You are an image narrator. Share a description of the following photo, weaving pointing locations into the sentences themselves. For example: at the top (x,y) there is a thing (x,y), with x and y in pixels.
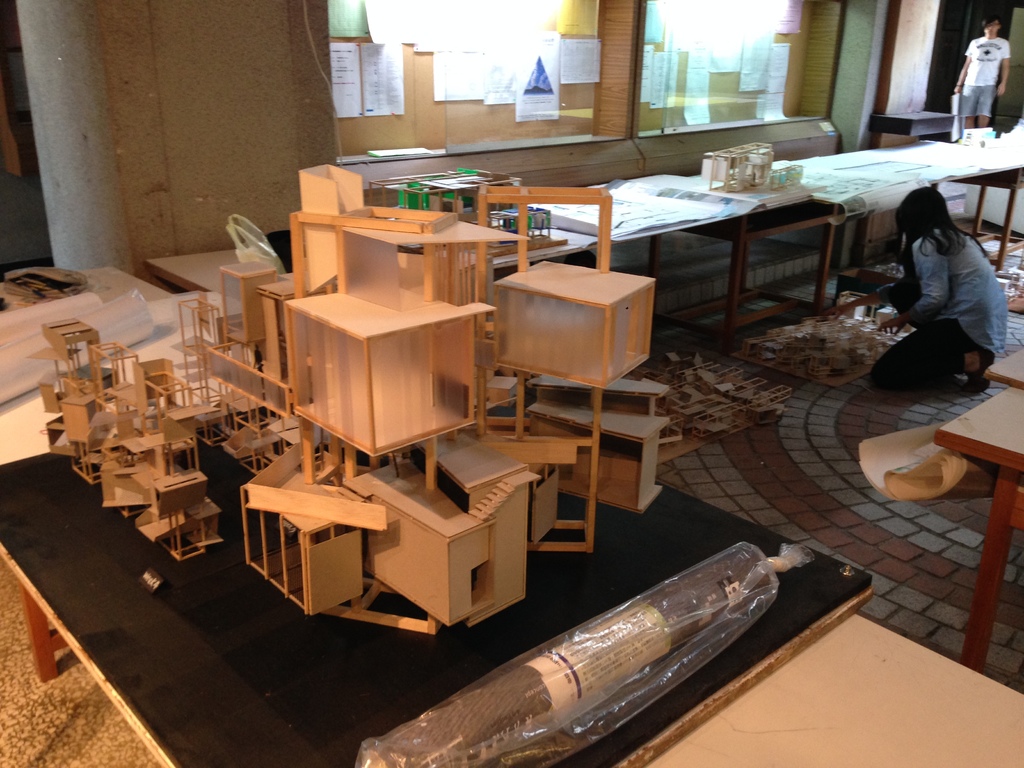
In this picture I can see a wooden objects (404,458) on the black color wooden table (663,745). In the background (750,103) I can see some papers (712,42) attached to the wall (633,115). On the right side (816,219) I can see tables (793,218) on which I can see some objects (801,180) on them. I can also see a woman (945,348) is sitting and a person (993,30) is standing.
